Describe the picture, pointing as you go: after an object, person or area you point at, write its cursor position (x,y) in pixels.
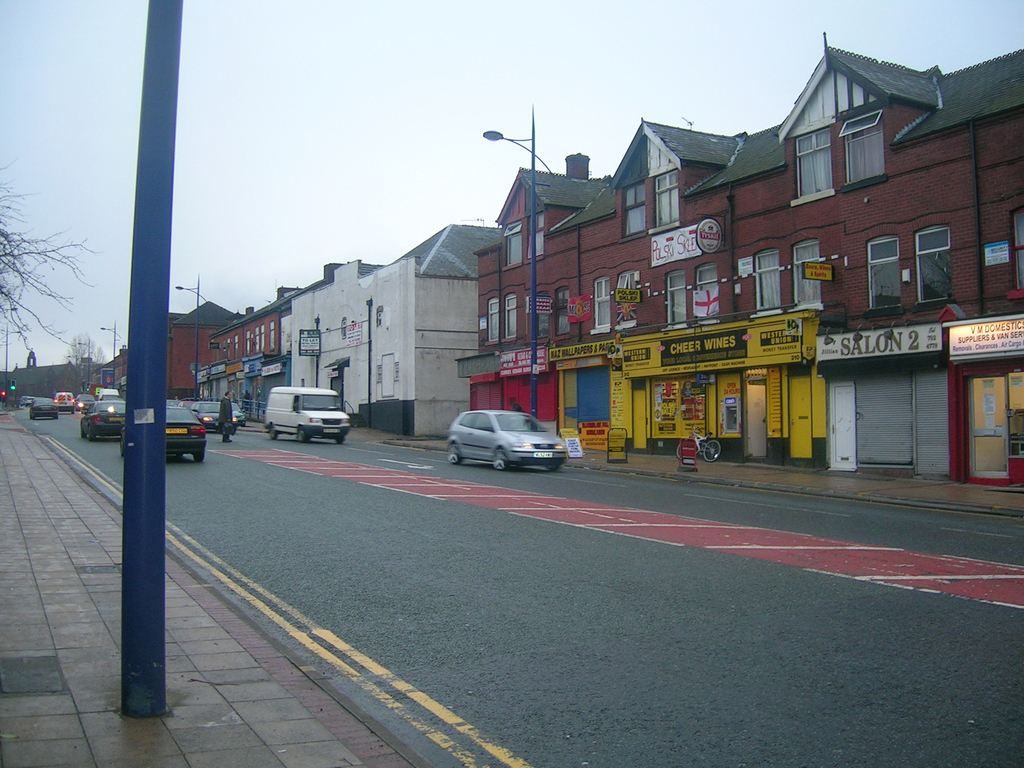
In this image I can see a road (298,526) in the centre (394,484) and on it I can see number of vehicles (298,410) and one person (229,440) is standing. In the front (142,690) I can see a blue colour pole (131,684) and in the background (366,277) I can see number of buildings (489,331), few trees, few more poles (198,298), few street lights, number of boards (521,374), a bicycle (705,435) in the centre (681,449) and on these boards (602,343) I can see something is written. I can also see the sky (261,144) in the background (271,175).
